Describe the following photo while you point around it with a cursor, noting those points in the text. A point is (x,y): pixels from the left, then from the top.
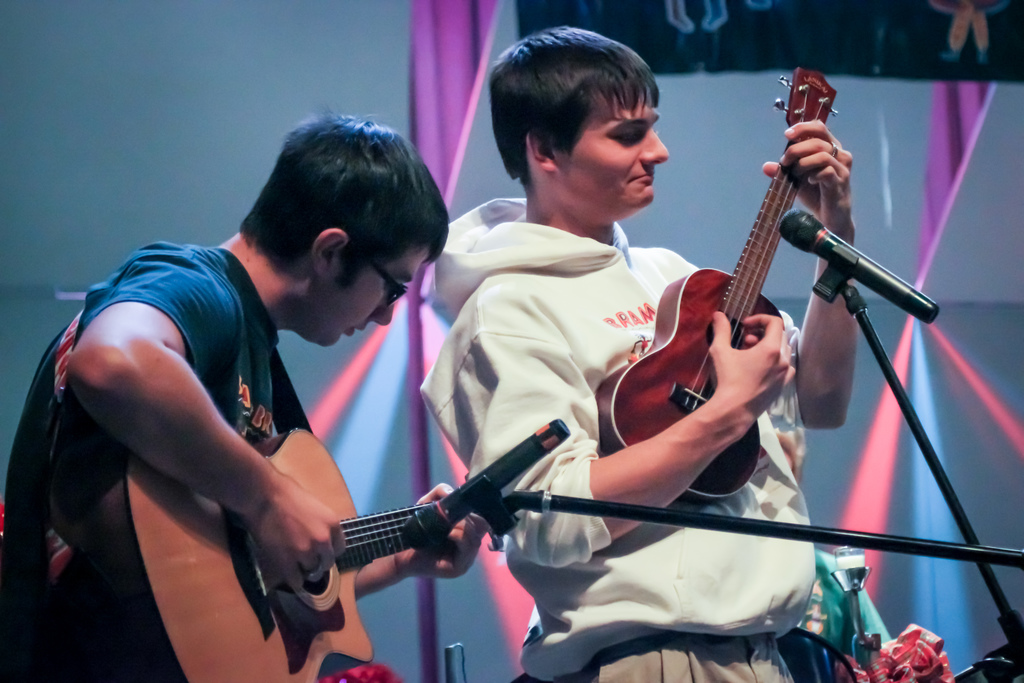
In the middle (588,281) there is a man (588,301) he wear white jacket (534,317) and trouser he is playing guitar (657,346). On the left (126,382) there is a man (192,317) he wear blue t shirt (201,311), he is playing guitar (359,535). In this image there are two mic stands (729,520). In the background (865,367) there is a screen (842,35).
